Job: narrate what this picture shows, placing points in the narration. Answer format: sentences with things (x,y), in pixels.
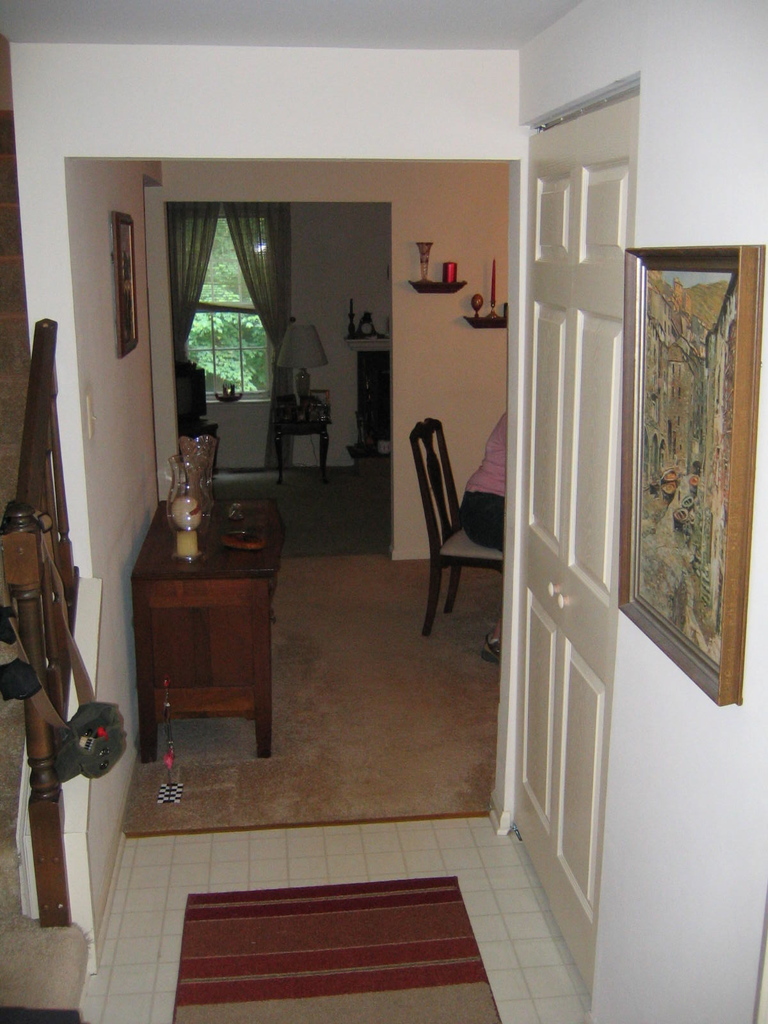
A corridor (123,358) in a house (506,896) is shown in the picture. There is a photo frame (673,639) into wall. There is door (612,336) beside. A woman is sitting in chair (444,469) at a distance. There is a table (228,558) with some items (208,489) on it. There are some items (447,277) on shelf (480,319). There is window (229,265) with curtains (269,271) in the background (265,325).
